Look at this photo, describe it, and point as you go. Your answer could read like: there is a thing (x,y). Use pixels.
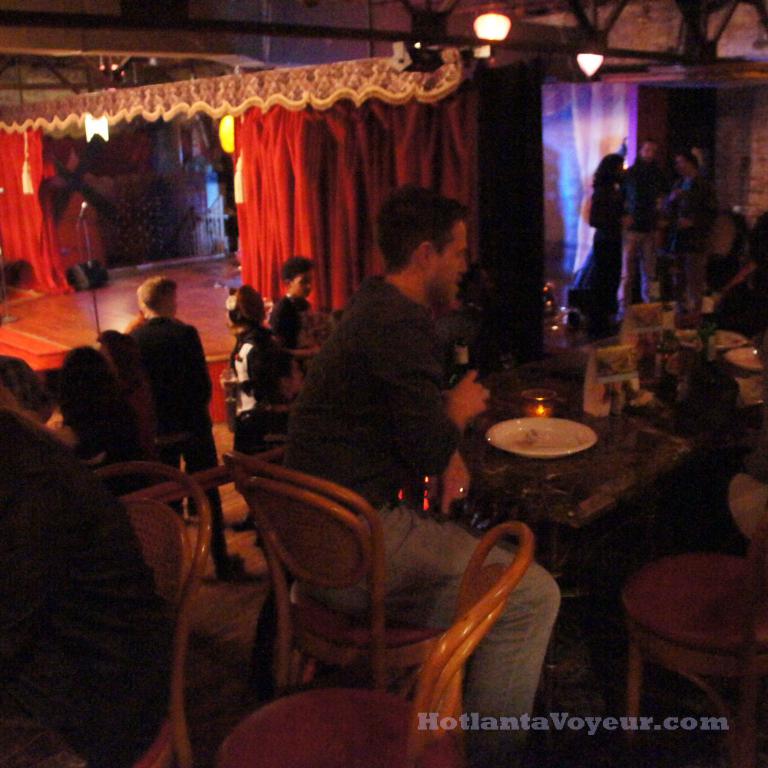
In this image I can see people (95,604) where few are sitting on chairs (315,638) and few are standing. I can also see a table (614,504) and on this table (484,432) I can see a plate (501,441). In the background (340,159) I can see few lights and curtains (290,171).
